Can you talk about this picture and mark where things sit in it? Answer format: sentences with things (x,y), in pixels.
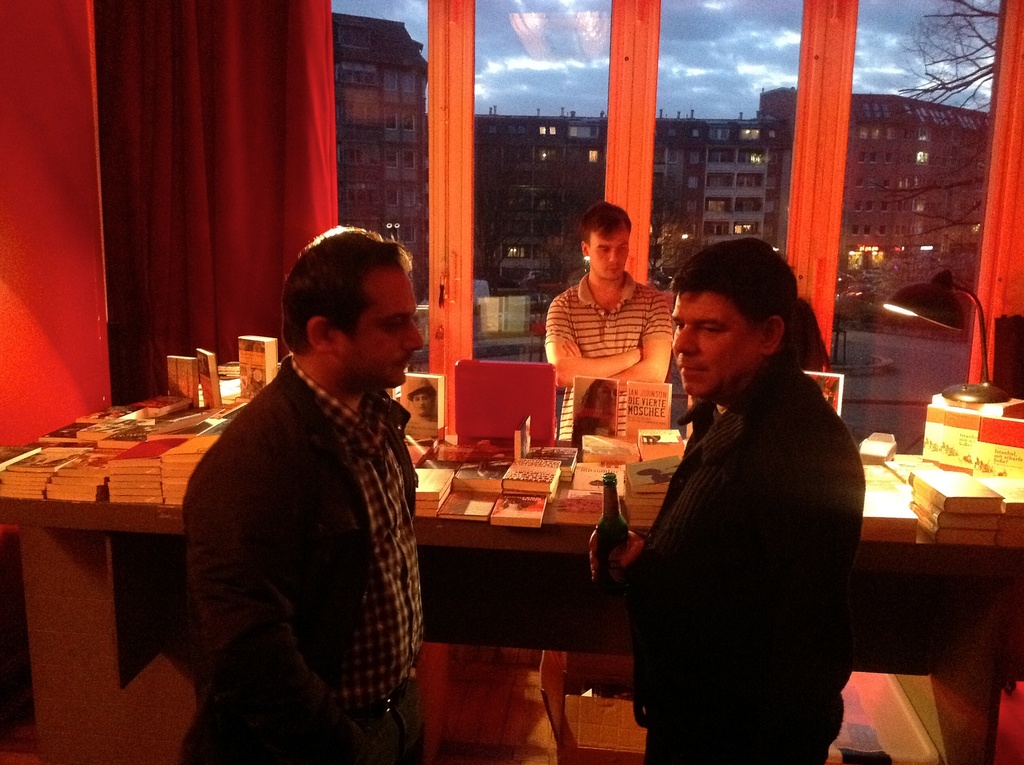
The image is taken inside the building (460,81). There is a counter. There are many books (636,503) placed on the counter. In the center of the image (573,382) there is a man (561,424) standing and there are two people (681,660) standing opposite to each other. In the background (713,184) there is a sky (730,84), a tree (950,84) and buildings (754,187).
